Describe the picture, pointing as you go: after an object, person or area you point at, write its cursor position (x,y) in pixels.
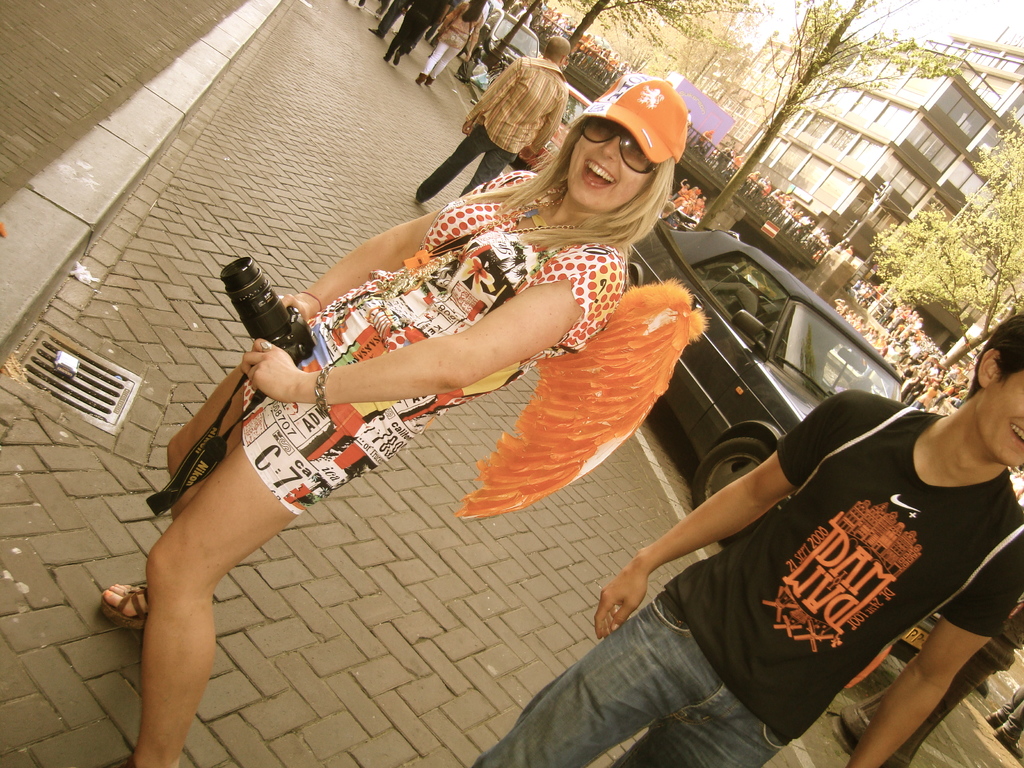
This woman (398,326) is standing and holds a camera (282,326). Vehicles (789,323) are on road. These are trees (714,27) and building (910,117). This is a bridge (823,284). People (409,17) are walking on a footpath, as there is a leg (444,170) movement.
